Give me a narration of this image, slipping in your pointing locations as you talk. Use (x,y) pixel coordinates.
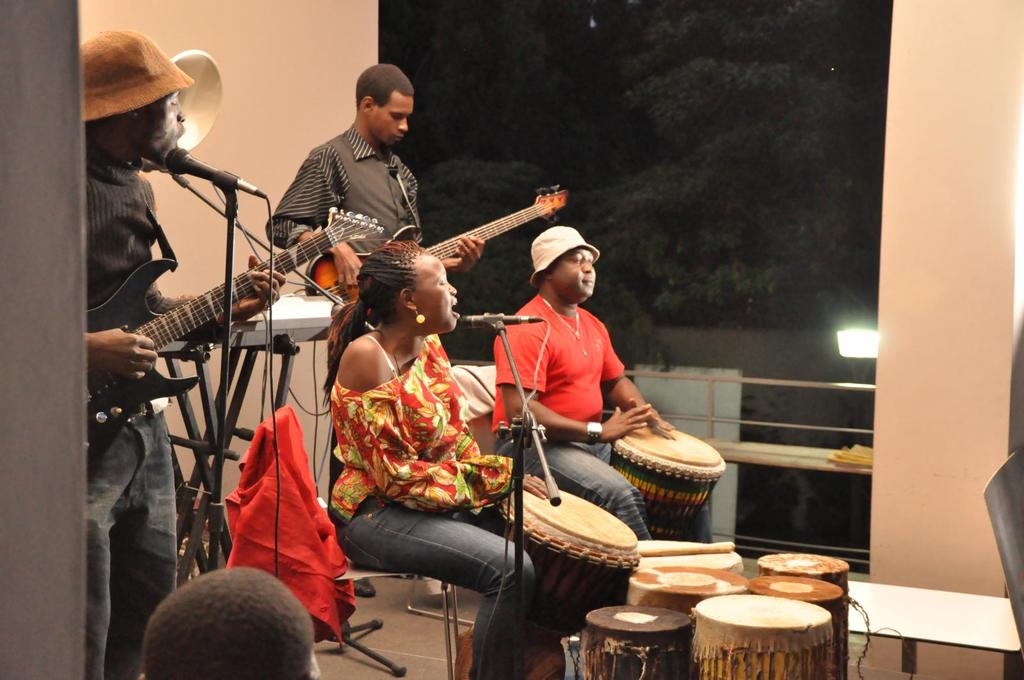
there are four persons (405,434) in which one woman (426,388) is sitting and playing drums (565,526) and singing in a micro phone (467,318) which is in front of her another person (601,348) is playing drums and sitting, two persons (327,198) are standing and playing guitar (332,229).
